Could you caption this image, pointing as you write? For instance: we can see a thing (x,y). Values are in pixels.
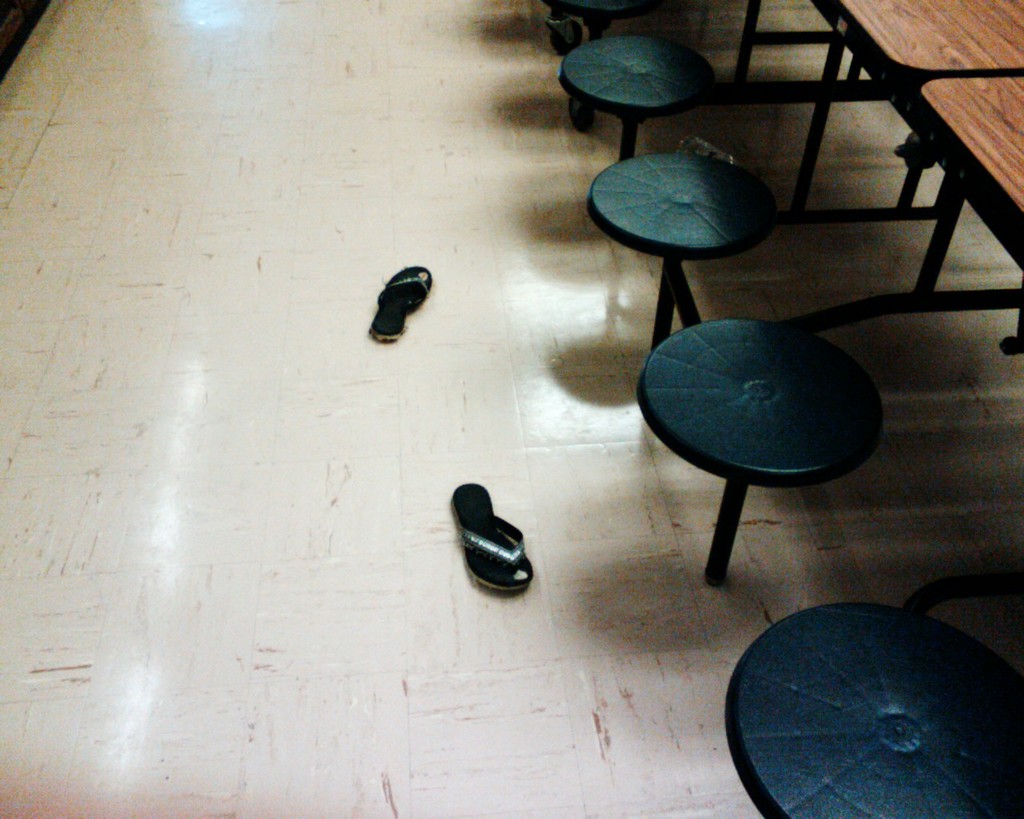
There is a pair of footwear (404,303) on the floor (346,36). There are stools (867,623) and wooden tables (948,114) at the right (990,125).
